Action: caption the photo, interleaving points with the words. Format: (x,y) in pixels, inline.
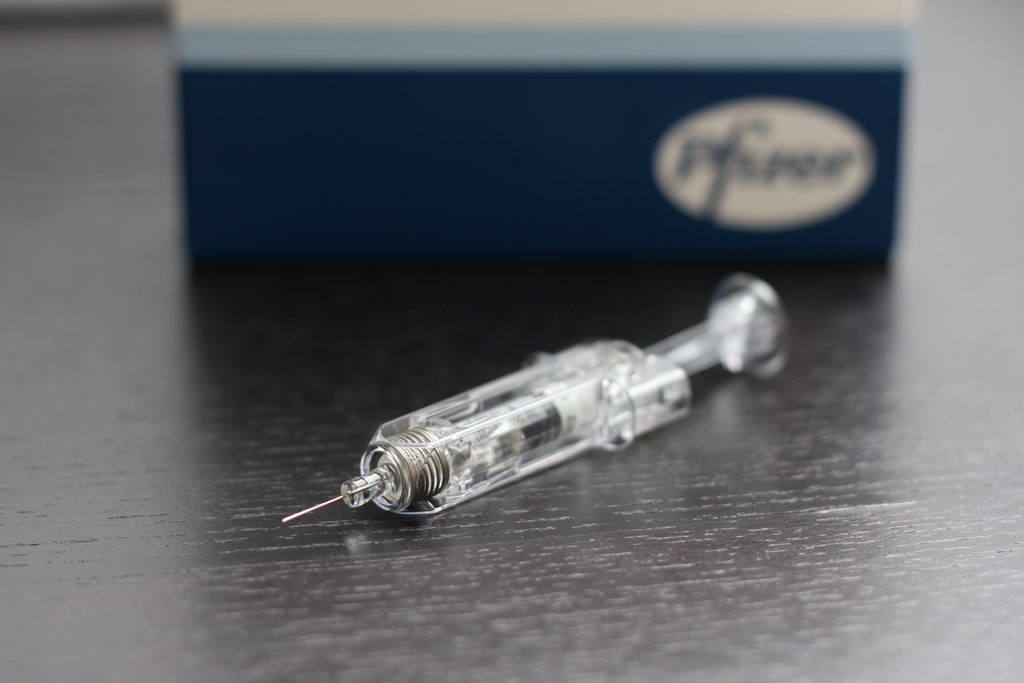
In the picture we can see a wooden plank (743,467) on it we can see a injection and behind it we can see a blue color box (431,220).
